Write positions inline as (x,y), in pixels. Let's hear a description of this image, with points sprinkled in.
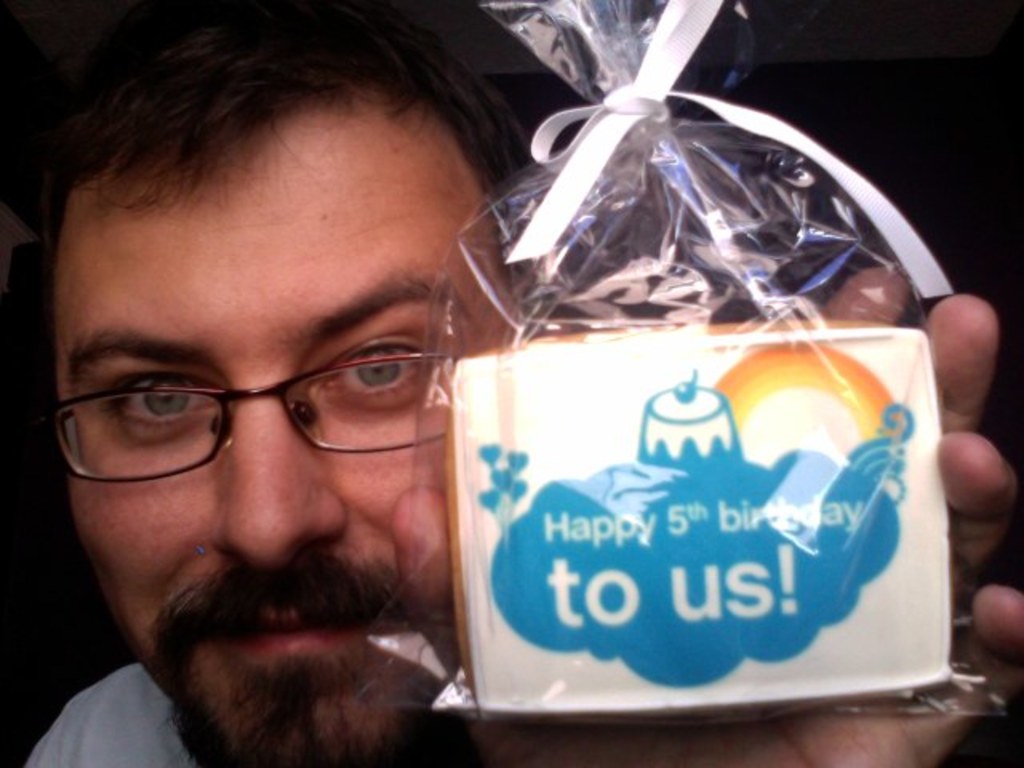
In this picture we can see a man (319,587), he is holding a gift (706,534) in his hand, he wore spectacles (295,388), we can see a white color ribbon (600,116) here.
